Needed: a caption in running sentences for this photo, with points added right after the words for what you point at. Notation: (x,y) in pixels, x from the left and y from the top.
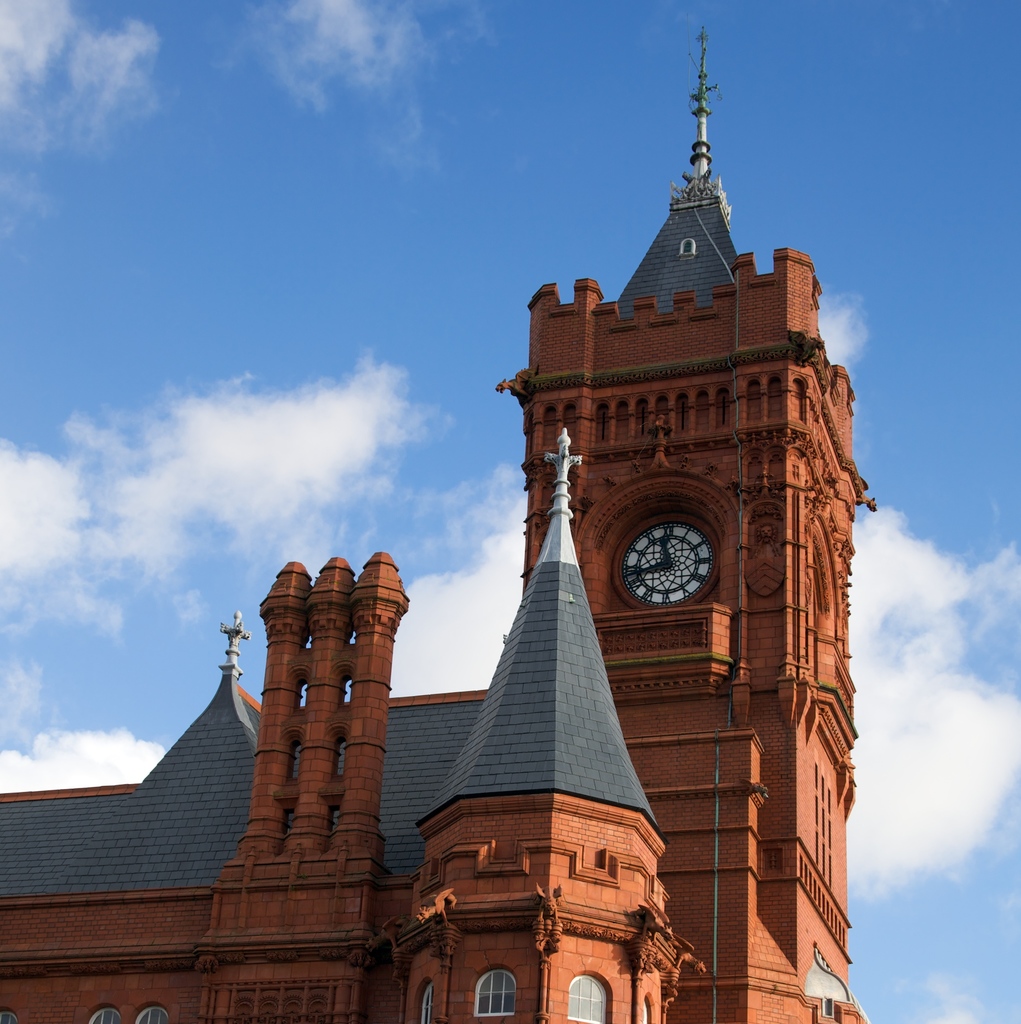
In front of the image there is a clock (639,579) on the building (617,803). In the background of the image (420,460) there are clouds (207,424) in the sky (318,225).
